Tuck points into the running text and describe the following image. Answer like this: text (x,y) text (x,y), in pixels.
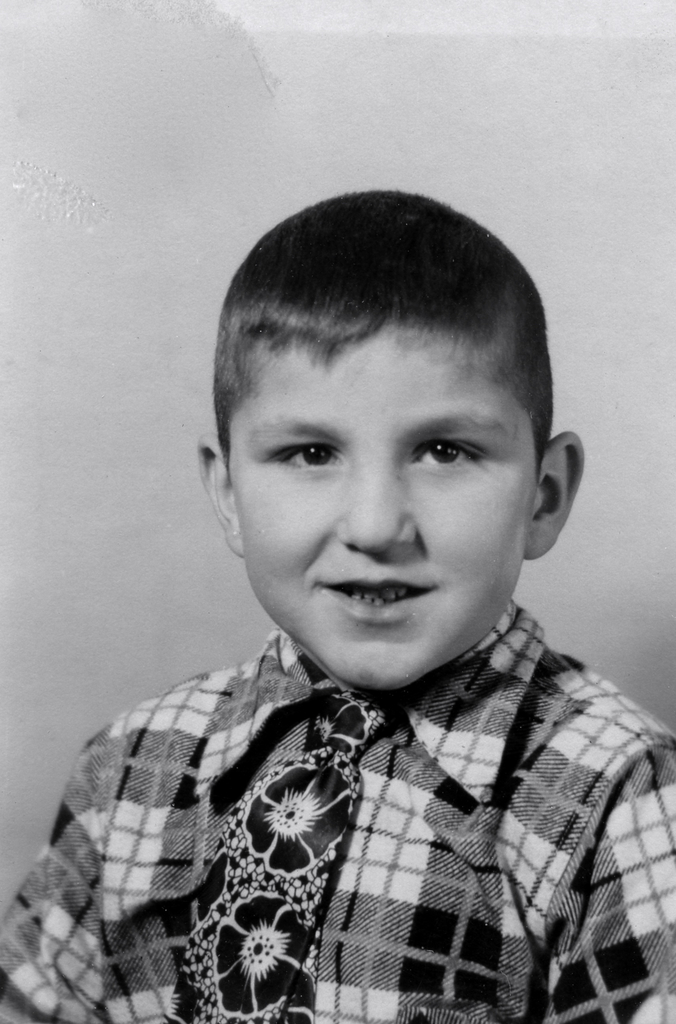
In the image we can see the black and white picture of the boy (445,763), he is wearing clothes (436,785) and the tie (297,895).
